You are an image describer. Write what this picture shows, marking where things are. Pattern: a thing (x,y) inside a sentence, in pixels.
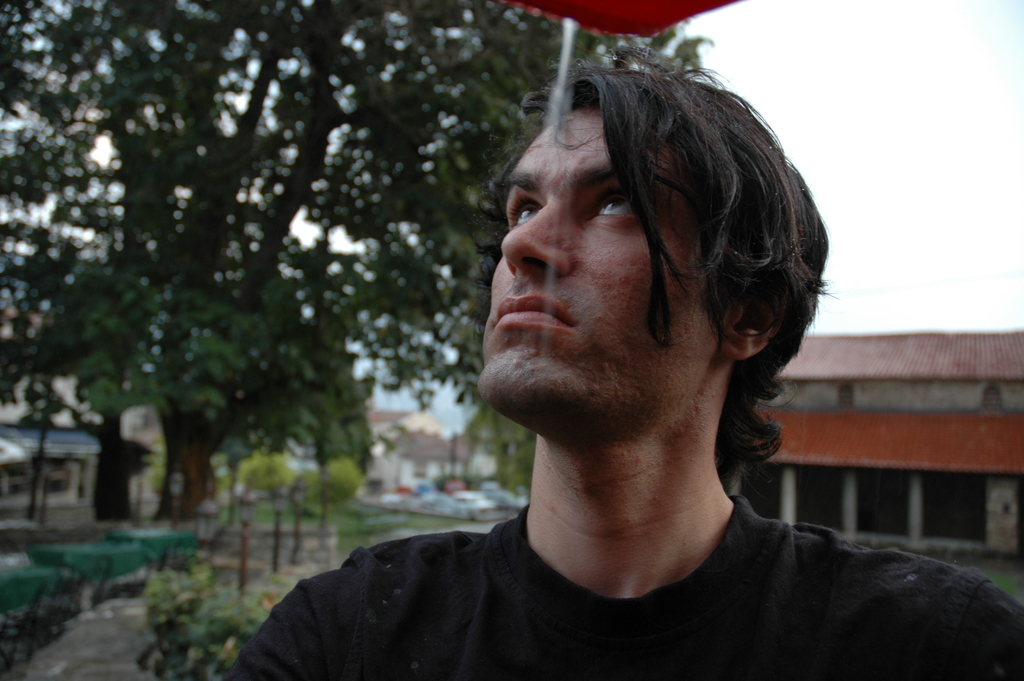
In this picture we can see a man (559,458). Behind the man (577,400) there are trees (224,411), houses (2,478) and the sky (842,142). At the top of the image (631,22), there is a red color object (656,31).
